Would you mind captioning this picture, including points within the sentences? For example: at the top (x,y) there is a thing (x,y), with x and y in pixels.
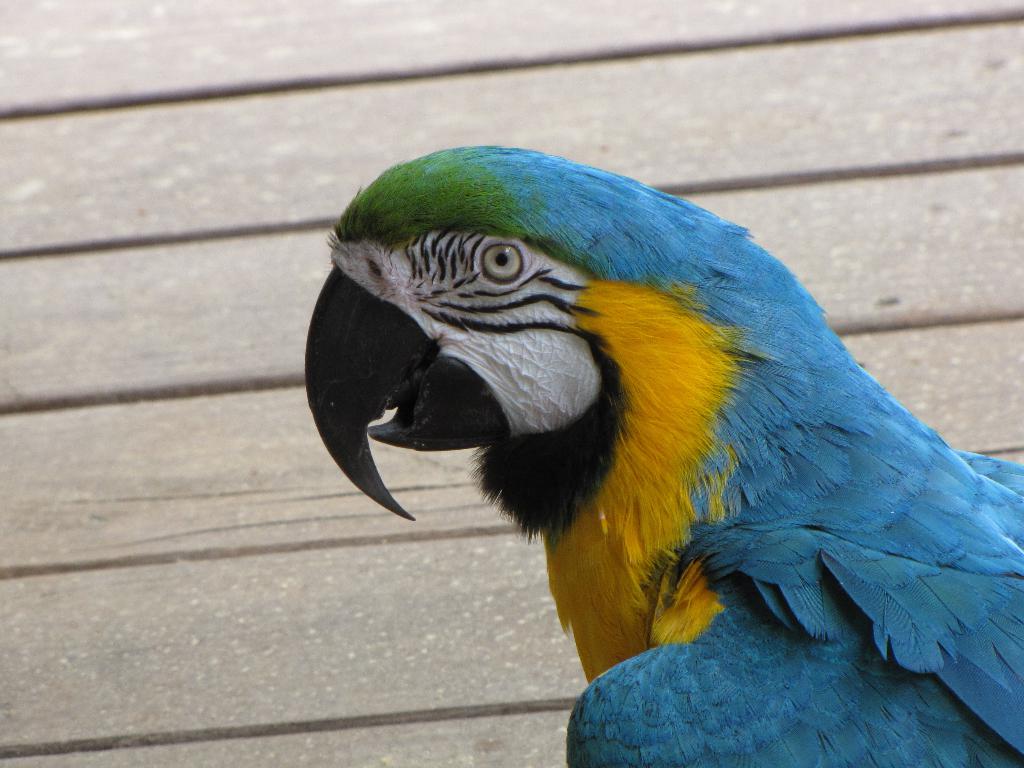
In this picture we can see a bird (471,168) and in the background (145,405) we can see a wooden platform (424,134).
